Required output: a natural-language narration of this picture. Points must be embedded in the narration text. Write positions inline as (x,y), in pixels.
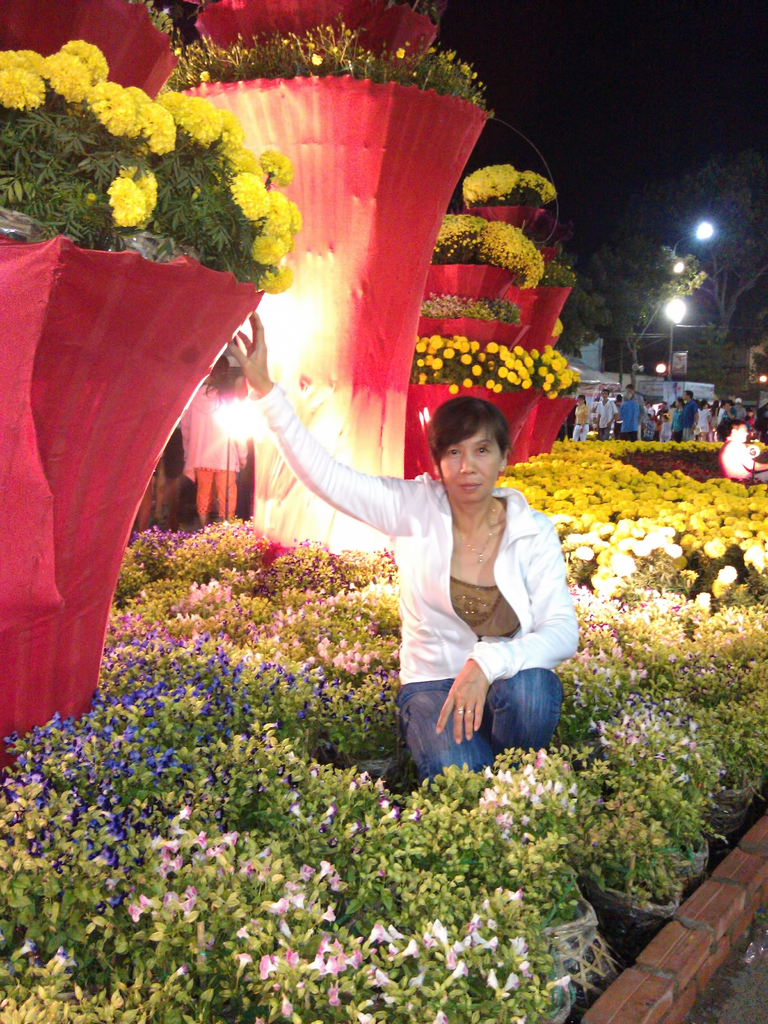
Here in this picture in the middle (463,500) we can see a woman (494,545) sitting in a squat position over a place and we can see she is totally surrounded with flower plants (298,565) all around her and beside her we can see some decoration (477,336) present, which is also covered with flowers (145,202) over there and in the far we can see people (598,424) standing all over there and we can see light posts (669,351) and trees (631,301) in the far over there.
